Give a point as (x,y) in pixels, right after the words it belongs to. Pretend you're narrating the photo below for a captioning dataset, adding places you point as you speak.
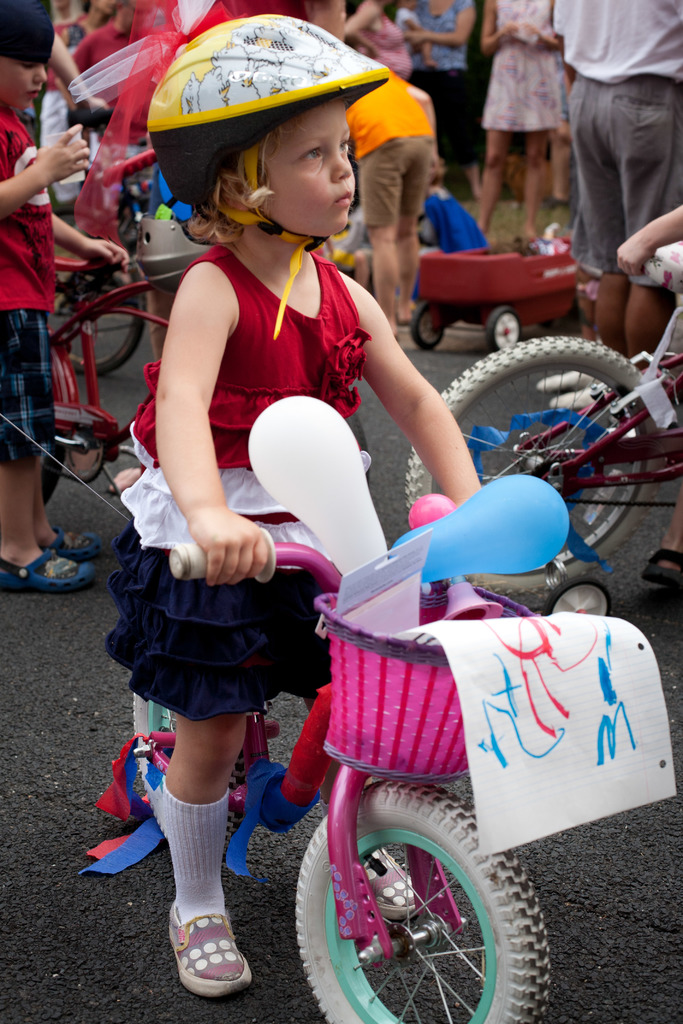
The image is taken on the road (74,605). In the center of the image (229,607) there is a girl (296,528) who is wearing a red dress (288,383) is holding a bicycle (457,719). There are balloons (350,462). In the background (430,126) there are many people (677,188) standing.
